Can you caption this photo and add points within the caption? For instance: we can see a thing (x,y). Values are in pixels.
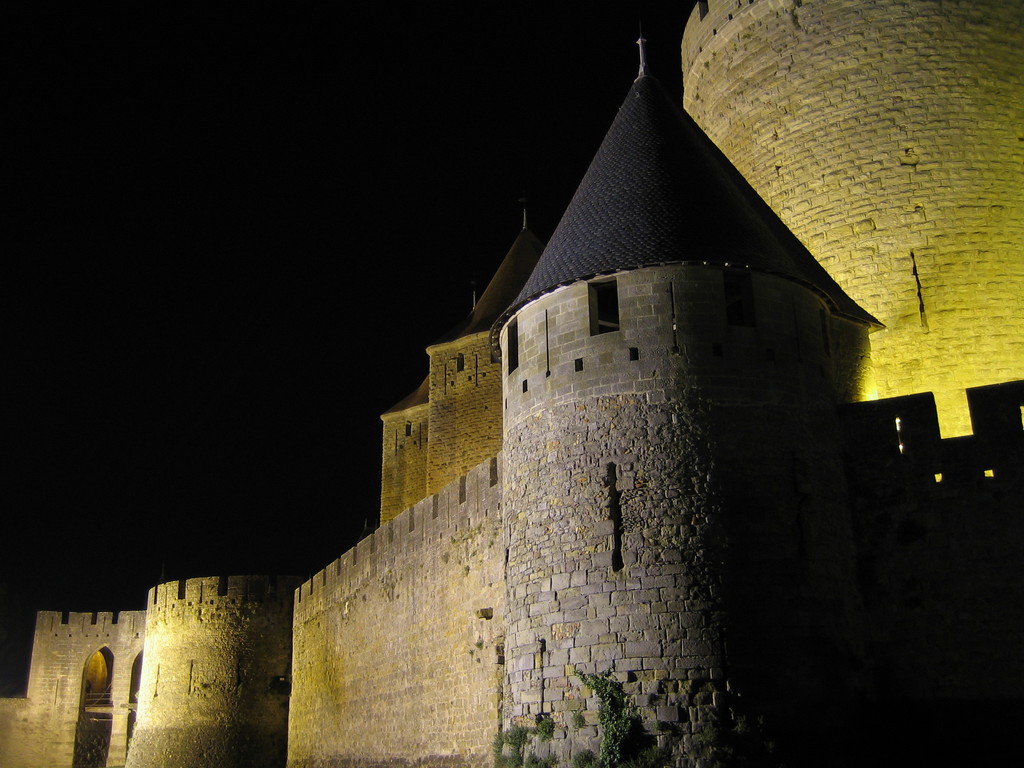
In this image, we can see castle (504,568) on the dark background.
